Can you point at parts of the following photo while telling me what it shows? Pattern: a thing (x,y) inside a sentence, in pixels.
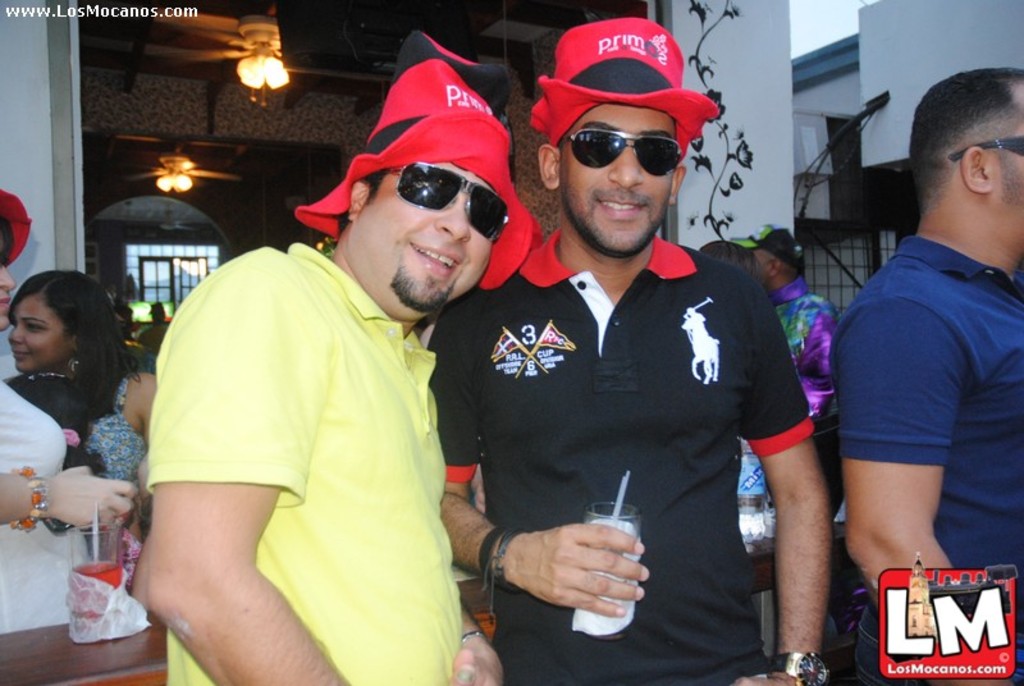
In this image I can see group of people (959,508) standing. In front (688,388) the person (705,388) is wearing black and red color shirt (659,422) and holding some object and the person (379,598) at left (301,340) is wearing yellow color shirt (346,588). Background I can see few lights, a window (142,264) and the sky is in white color.
